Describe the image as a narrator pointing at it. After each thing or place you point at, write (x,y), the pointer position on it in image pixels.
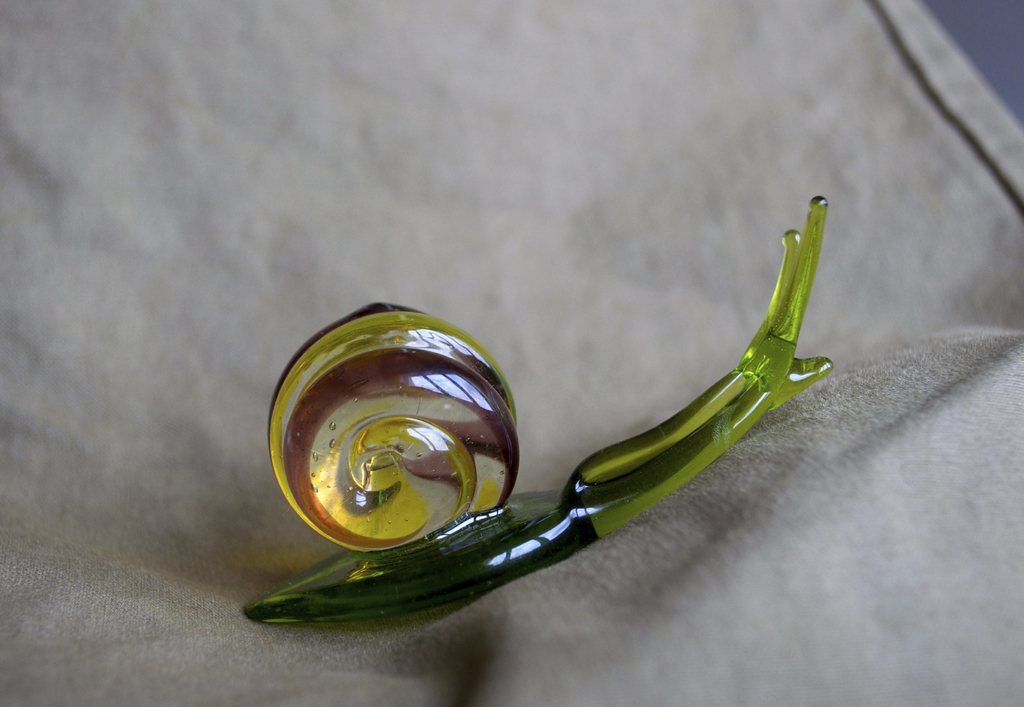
Here we can see a snail (413,409) made with glass (338,390) on a cloth (546,352).
